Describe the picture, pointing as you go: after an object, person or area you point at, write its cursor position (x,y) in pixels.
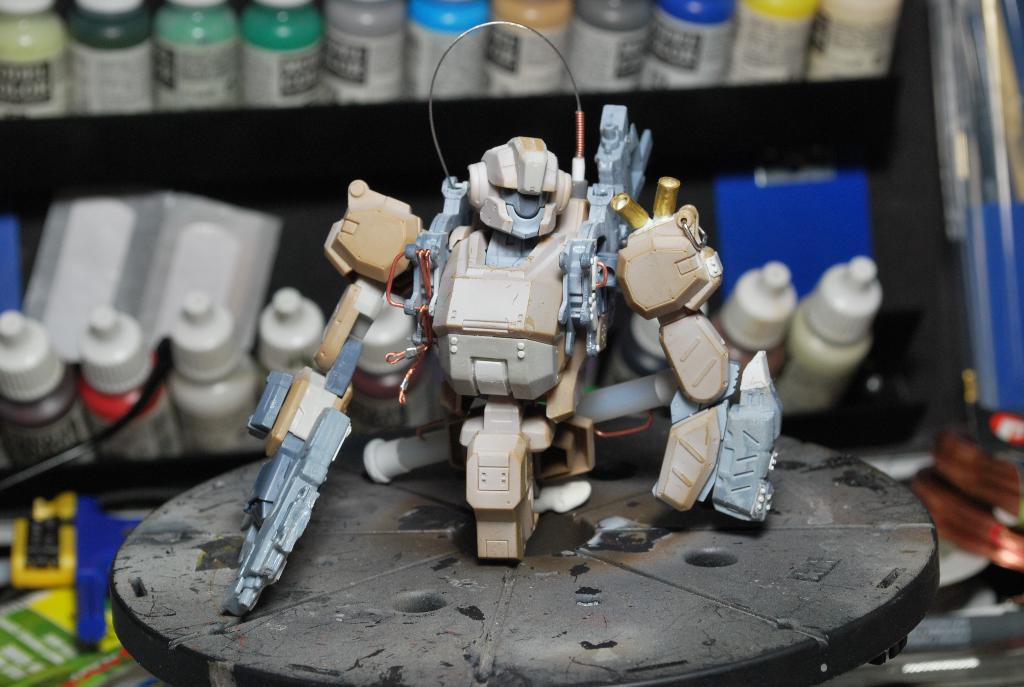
In this picture we can see a robot (511,334) which is placed on the black circle like table (512,652) and At the background (362,76) we can see color bottles (232,90) small bottles (813,329). We can see a blue color board (744,227) on the right side (762,252).
